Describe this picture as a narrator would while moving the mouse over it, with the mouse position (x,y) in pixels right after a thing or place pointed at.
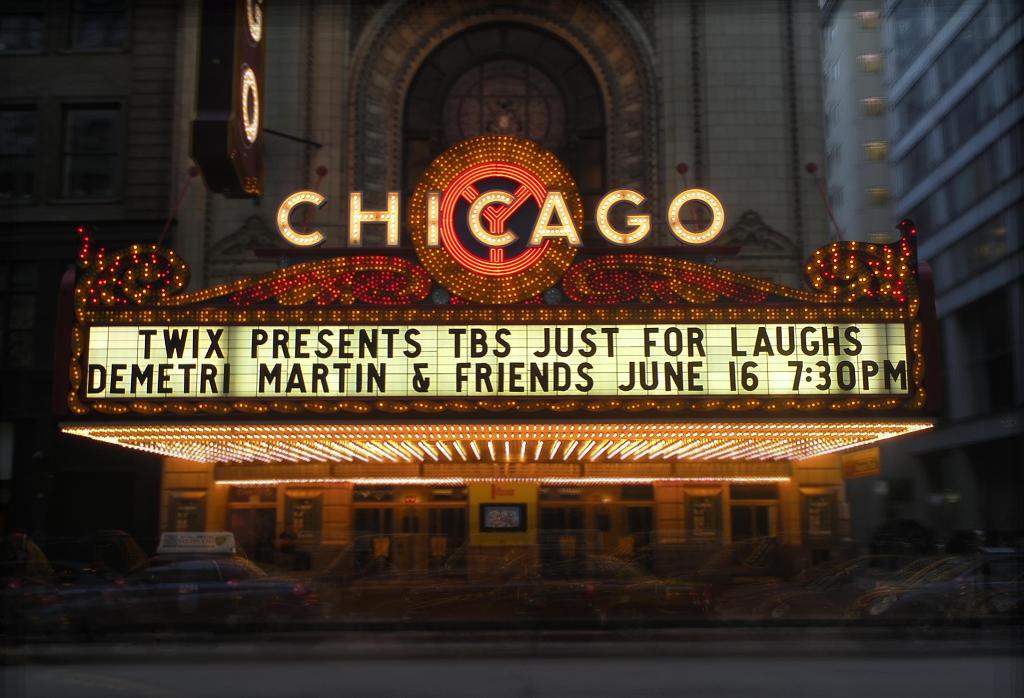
In this picture I can see buildings (609,22) and I can see text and I can see cars (396,585) moving on the road (469,623).
